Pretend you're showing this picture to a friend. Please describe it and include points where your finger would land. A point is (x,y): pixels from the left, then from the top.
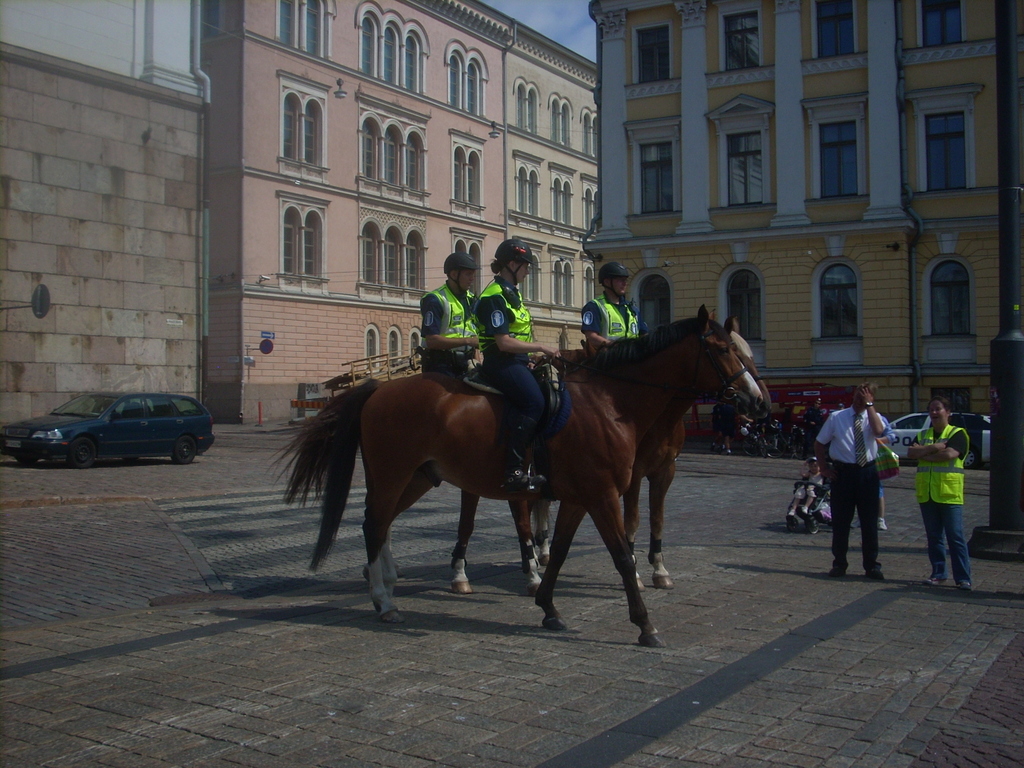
In this image we can see many buildings (489,188), there are windows (660,154), there are horses (322,544) on the ground (13,728), there are persons (527,392) sitting on it, there are persons (853,468) standing, there are cars (905,418) on the road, there is a sky (575,47).
